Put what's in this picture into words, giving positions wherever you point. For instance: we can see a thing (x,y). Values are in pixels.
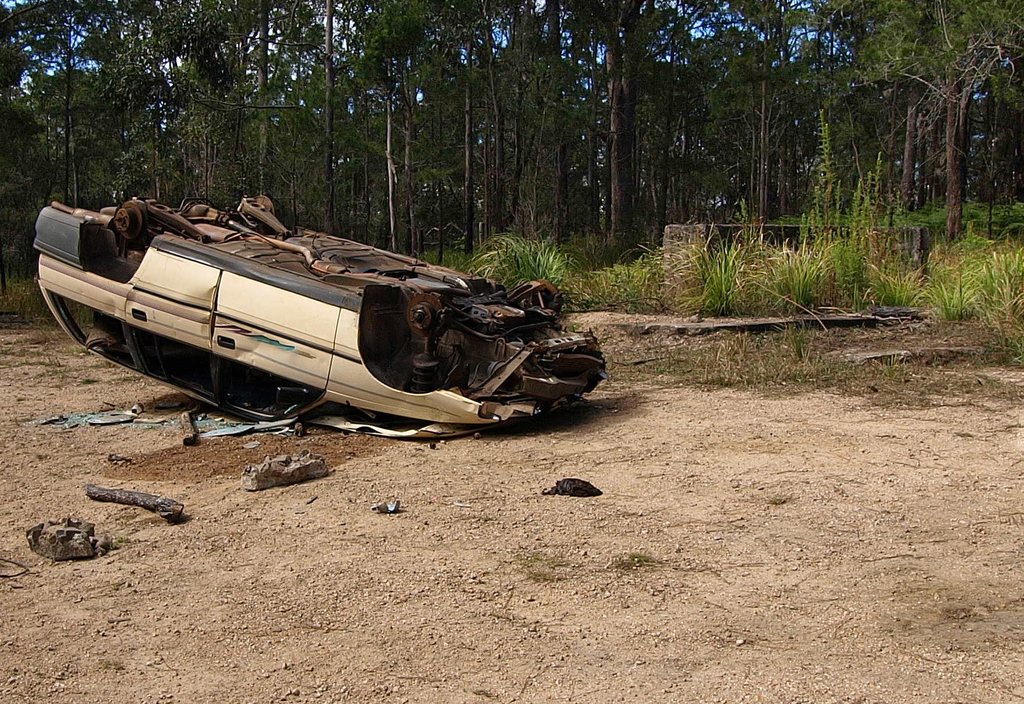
In this image, we can see a car (291,388) which is upside down on the ground (706,485) and there are some small plants (789,278) on the ground (925,606). At the back (475,234) we can see tall trees (690,111) which are green in color.
